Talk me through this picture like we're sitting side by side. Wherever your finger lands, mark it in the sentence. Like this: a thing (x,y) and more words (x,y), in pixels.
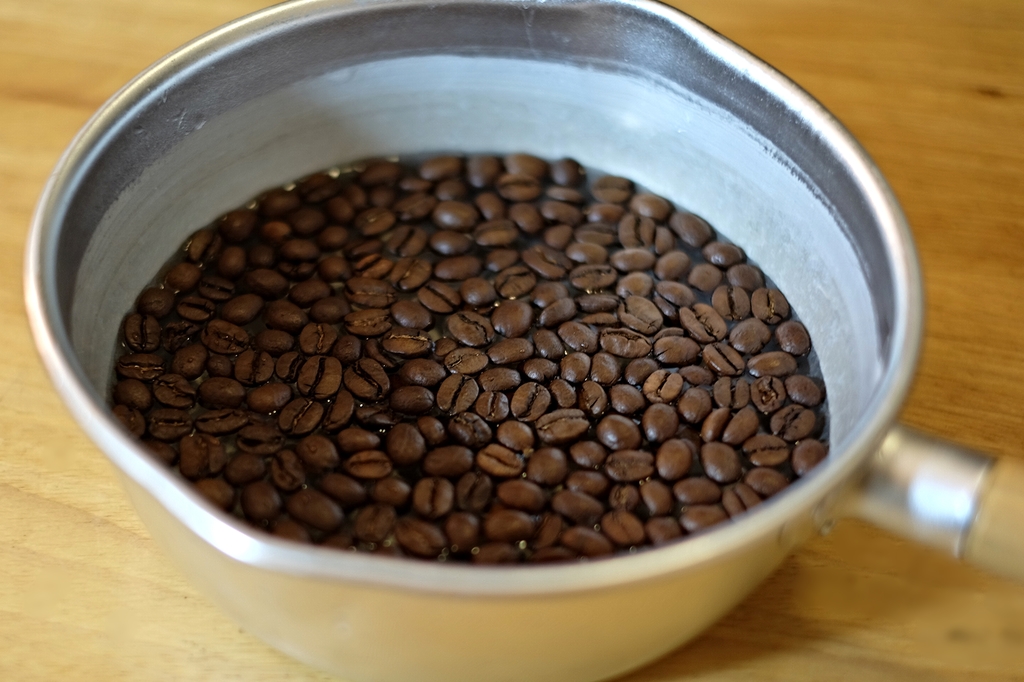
In this image we can see the coffee beans (496,447) in a bowl (563,135) which is placed on the wooden surface (932,65).
